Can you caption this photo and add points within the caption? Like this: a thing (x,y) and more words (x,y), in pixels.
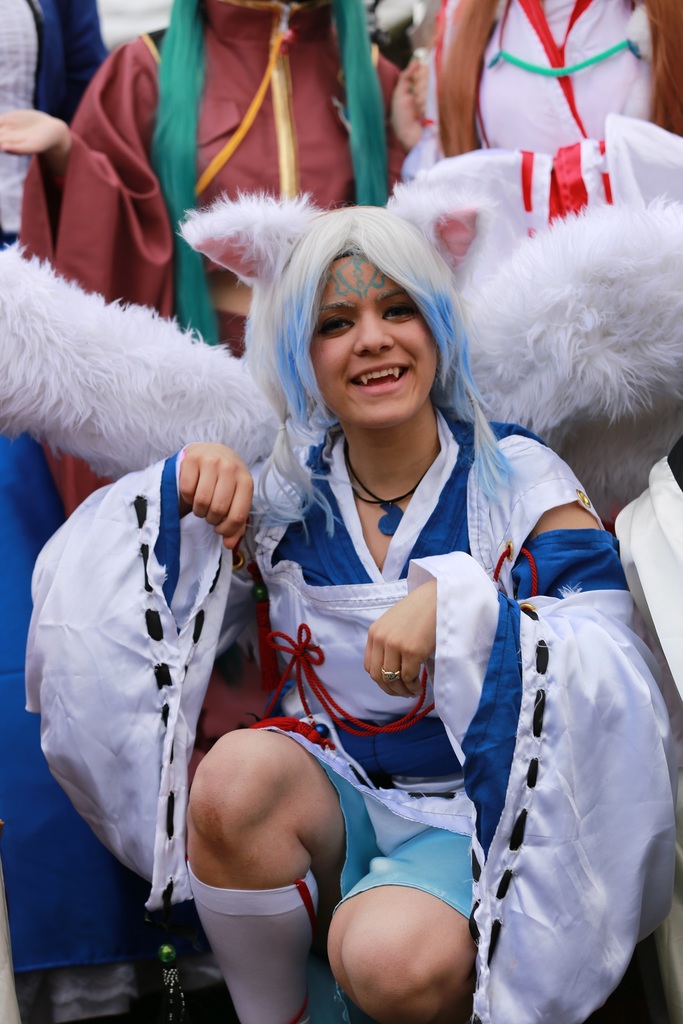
Here we can see a girl (515,946) posing in a Halloween costume (92,297) for a photo. She is wearing a blue costume (341,540) with light blue shorts (434,855) and wearing white socks (290,991). Her hair (347,233) is colored white and blue. Behind her there are other people (414,131) in different costumes (277,127).
